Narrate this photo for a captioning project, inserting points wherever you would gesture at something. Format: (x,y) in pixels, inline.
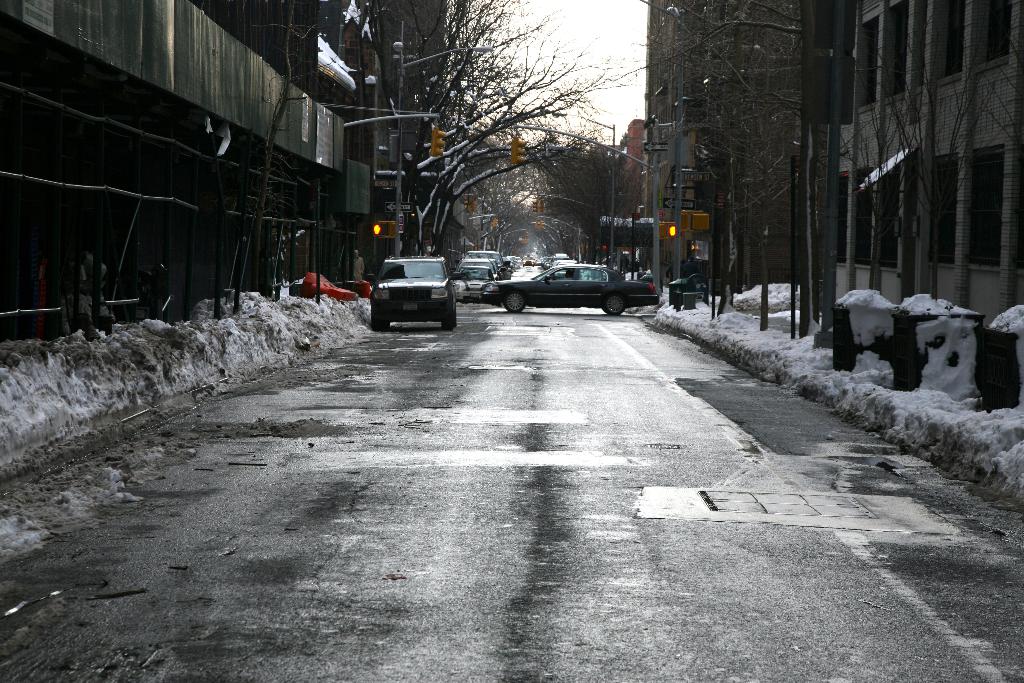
In the foreground of this image (451,477), there is a road (492,419) to which snow (278,333), buildings (855,186), trees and poles (129,231) are on the either side. In the background (519,289), there are trees (519,218), vehicles (512,304) on the road (530,313), poles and the sky (597,58).
